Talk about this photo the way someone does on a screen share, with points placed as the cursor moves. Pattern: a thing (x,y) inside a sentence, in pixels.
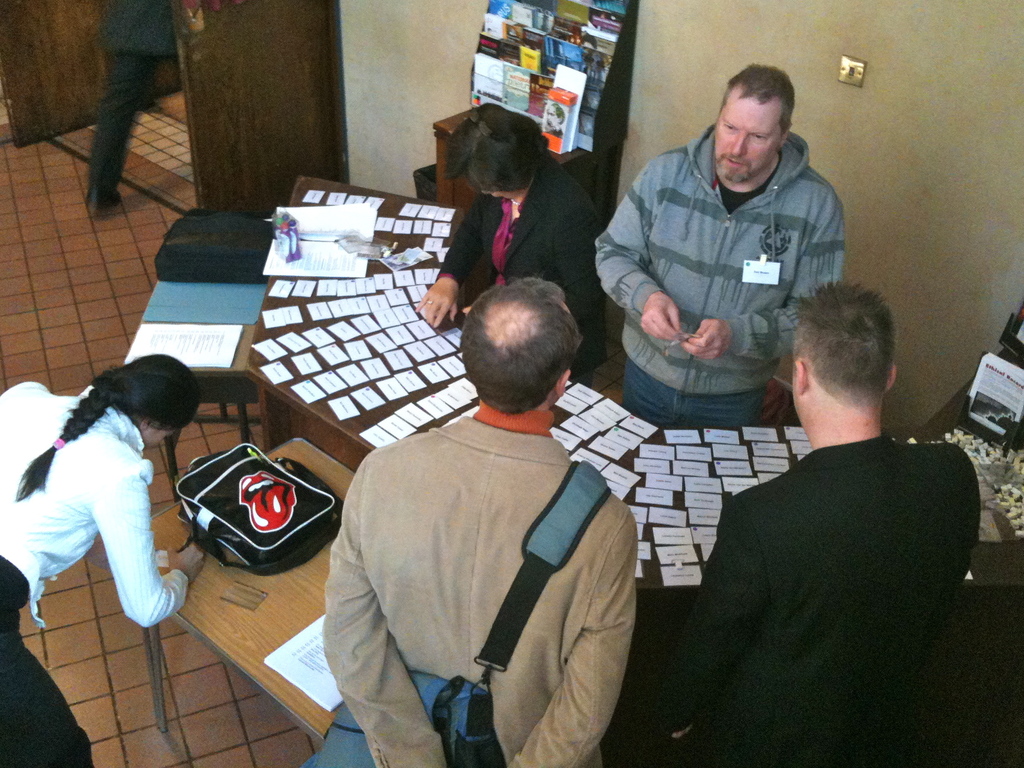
This picture might be taken inside the room (189,667). In this image, on the right side (898,615), we can see a man (899,594) wearing a black color coat (831,506) is standing in front of the table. In the middle (500,487), we can also see a man (569,590) wearing a back pack (474,728) is standing in front of the table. On the left corner (99,409), we can see a woman (166,609) standing in front of the table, on that table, there is a book (322,647), bag (239,558), cards (334,362). In the background (584,196), we can see three people (627,299), hoardings (507,51) and a wall (1023,177).
